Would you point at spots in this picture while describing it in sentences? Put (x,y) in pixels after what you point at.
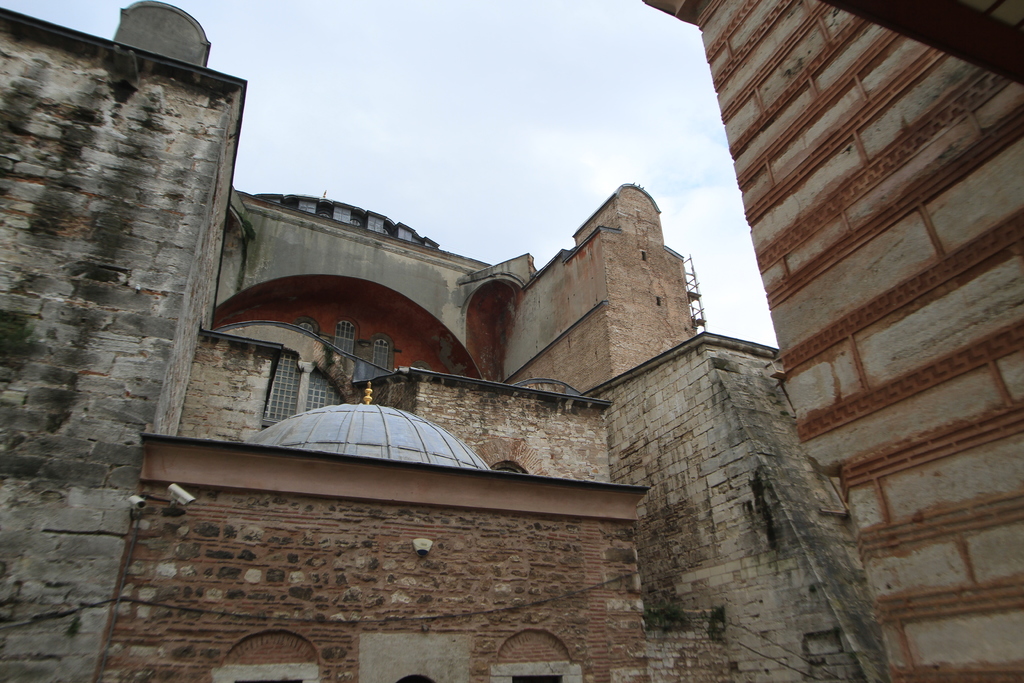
In this image I can see few buildings (303,396) which are cream, brown, black and orange in color. I can see the roof (376,419) and few windows (319,383) of the buildings (444,368). In the background (443,125) I can see the sky (443,125).
